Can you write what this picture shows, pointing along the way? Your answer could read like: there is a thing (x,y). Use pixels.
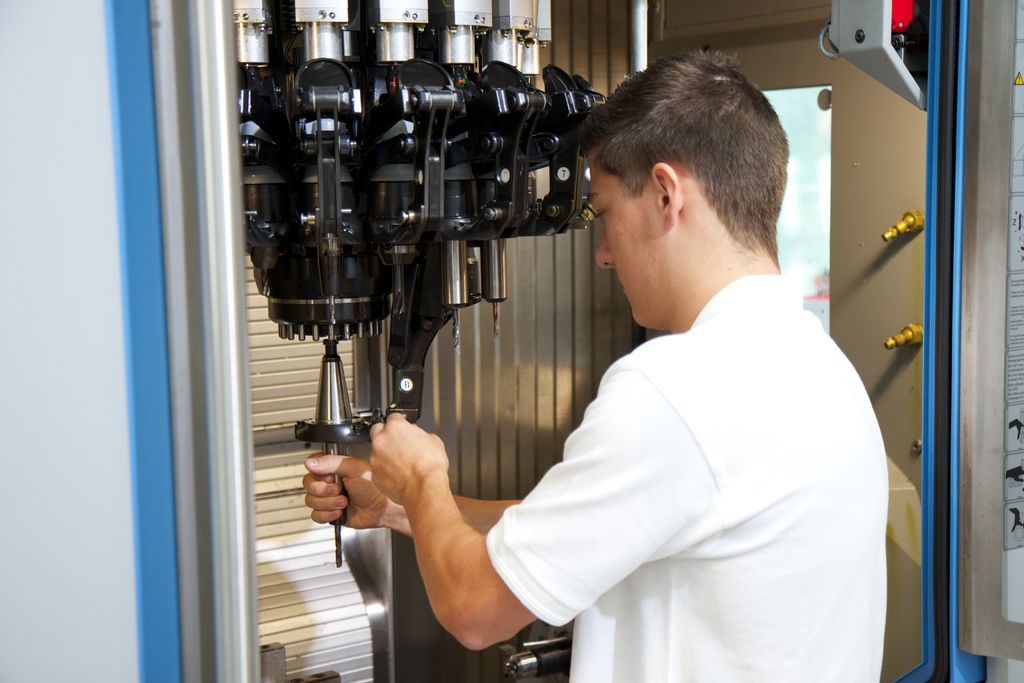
In this image I can see a person (732,477) standing and wearing white color dress (721,534). He is holding machine (330,150) and it is in black and ash color.
